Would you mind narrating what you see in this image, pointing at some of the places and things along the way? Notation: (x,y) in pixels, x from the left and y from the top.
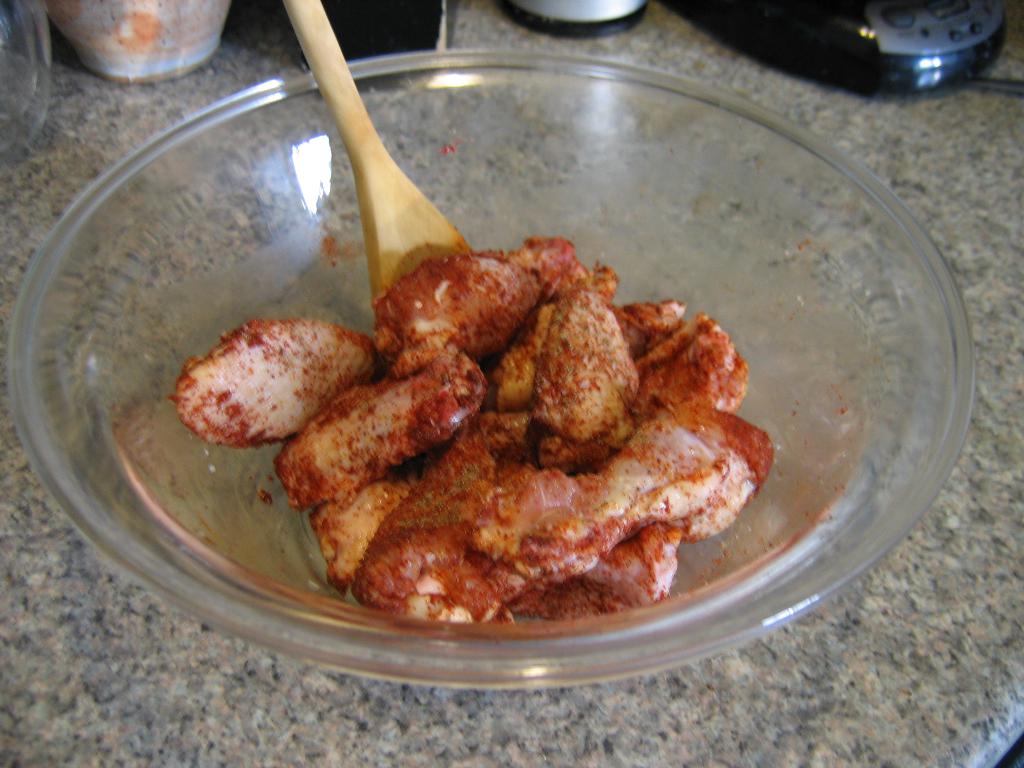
In the image there is a bowl (215,517) with meat pieces (501,385) and wooden spoons (385,268) in it and behind it there are utensils (219,36) on the table (747,697).
